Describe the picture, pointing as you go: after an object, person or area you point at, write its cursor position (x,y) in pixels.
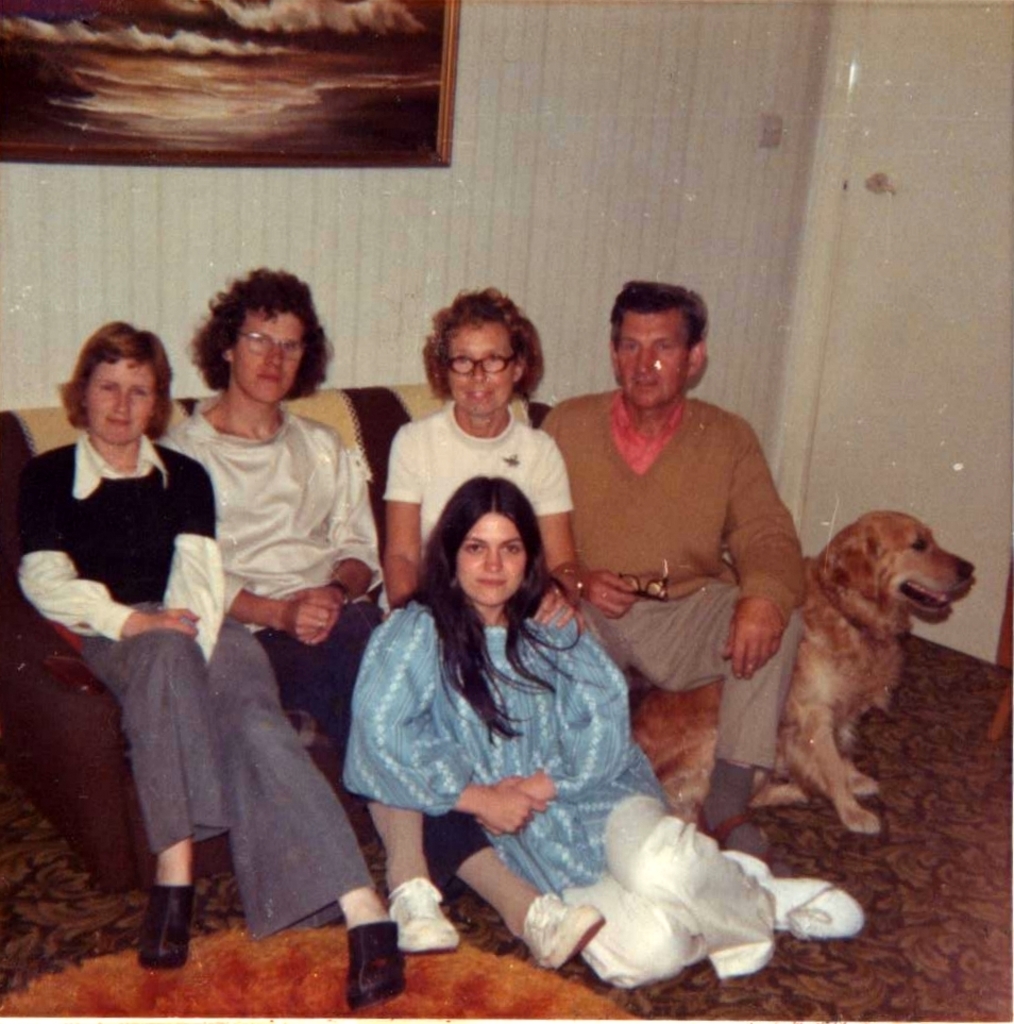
In a room (988,553), there is a sofa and on the sofa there are four people (489,409) sitting, below the sofa (427,412) there is a woman (598,744) sitting, to the right side of the sofa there is a dog (893,580), in the background (660,219) there is a white color wall (593,79) and a photo frame (346,115).
